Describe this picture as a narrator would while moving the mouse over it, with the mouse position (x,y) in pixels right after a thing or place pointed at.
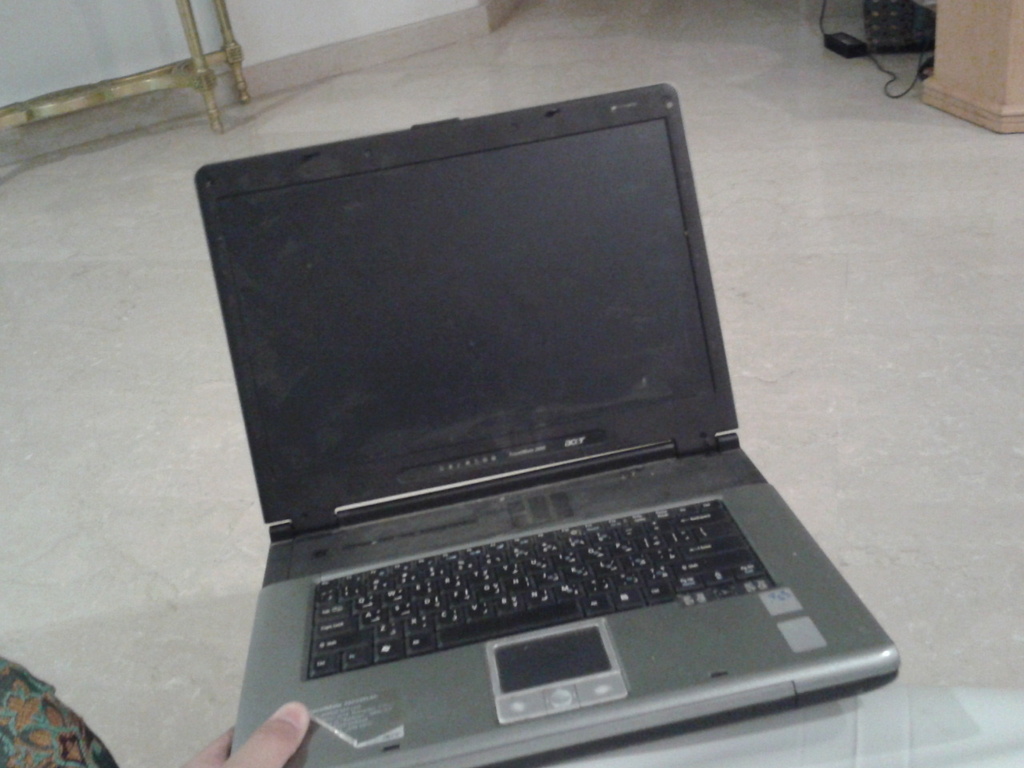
In this picture I can see a human hand (270,743) holding a laptop (485,455) and I can see floor (509,82) and looks like a table (186,19) at the top left corner (181,69).
